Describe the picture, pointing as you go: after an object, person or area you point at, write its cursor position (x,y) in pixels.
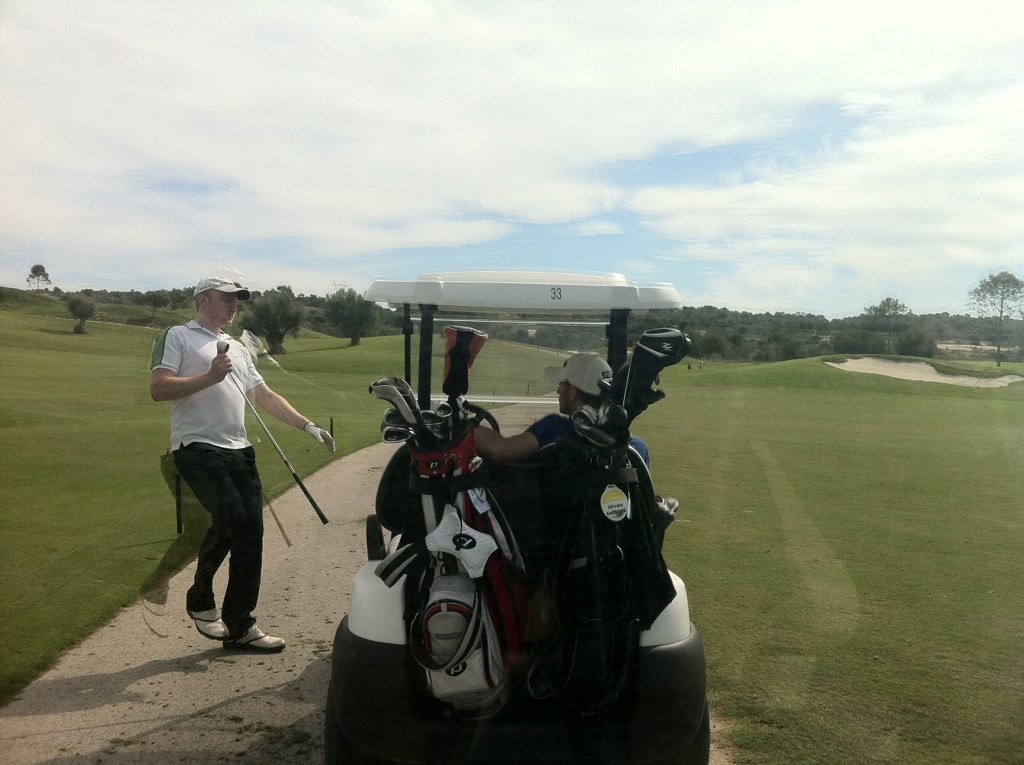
In the image we can see there is a vehicle (612,392) and there is a person (565,390) sitting in the vehicle (372,660). There are bags (469,630) kept on the vehicle (497,729) and there is a man (206,502) standing. He is holding a golf racket (282,454) in his hand (215,364) and he is wearing cap (231,290). There is a ground (832,596) covered with grass (164,414) and behind there are trees (728,332). There is a cloudy sky (470,189).
